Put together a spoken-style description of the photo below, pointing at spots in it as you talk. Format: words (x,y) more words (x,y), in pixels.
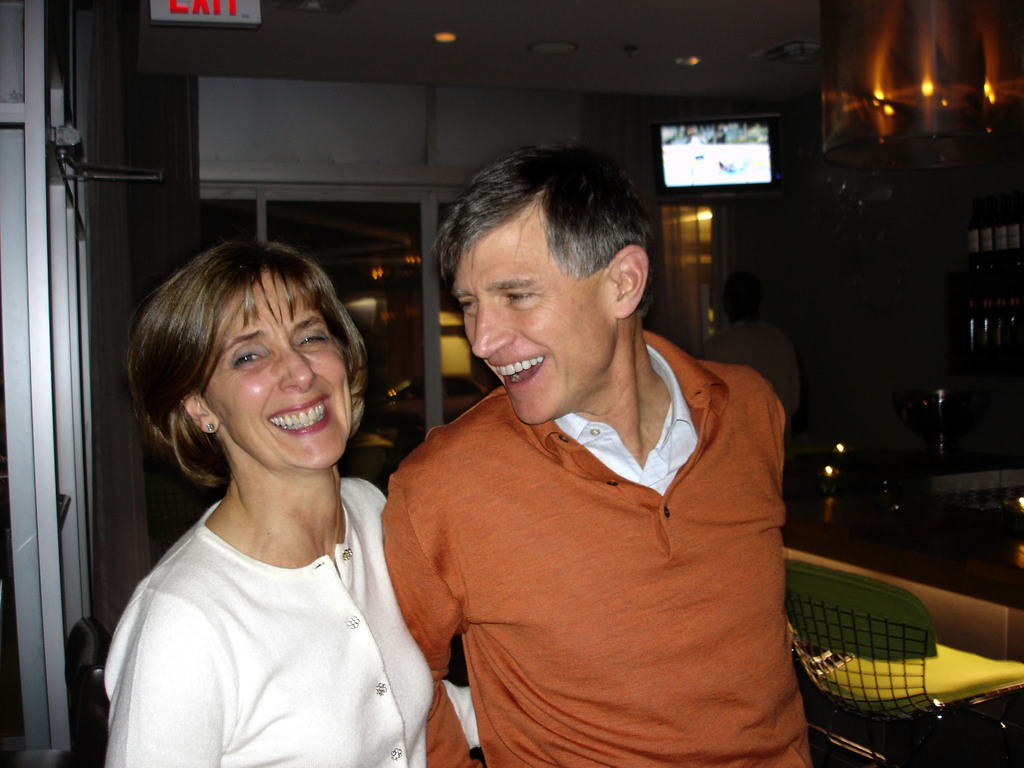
In this image I can see two persons (368,641) standing, the person (676,598) at right (747,566) is wearing white and orange color dress (657,599) and the person (294,599) at left (319,599) is wearing white color dress (354,603). Background (695,174) I can see the screen (710,167), few glass walls (363,242) and I can also see few lights (934,90).
